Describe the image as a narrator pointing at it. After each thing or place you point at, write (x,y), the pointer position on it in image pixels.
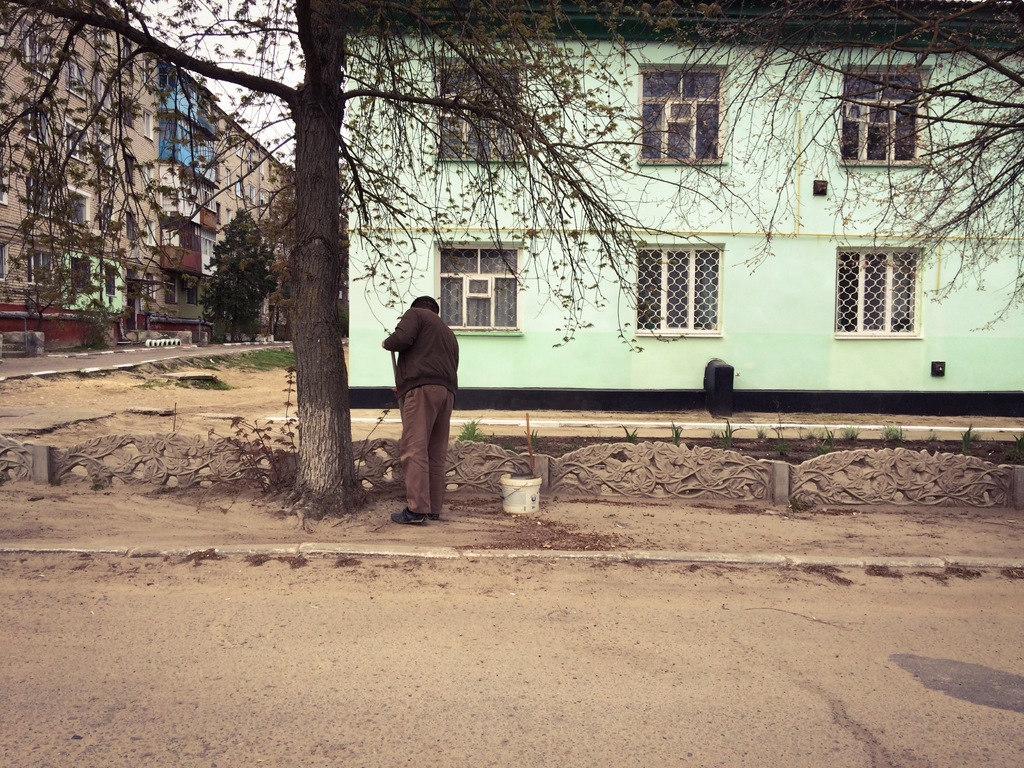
In this image we can see a person (429,450) standing. We can also see the sand (268,532), path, road (43,560), grass (249,357), plants (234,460), trees (274,257) and also the buildings (488,212). We can also see the sky (269,56).
